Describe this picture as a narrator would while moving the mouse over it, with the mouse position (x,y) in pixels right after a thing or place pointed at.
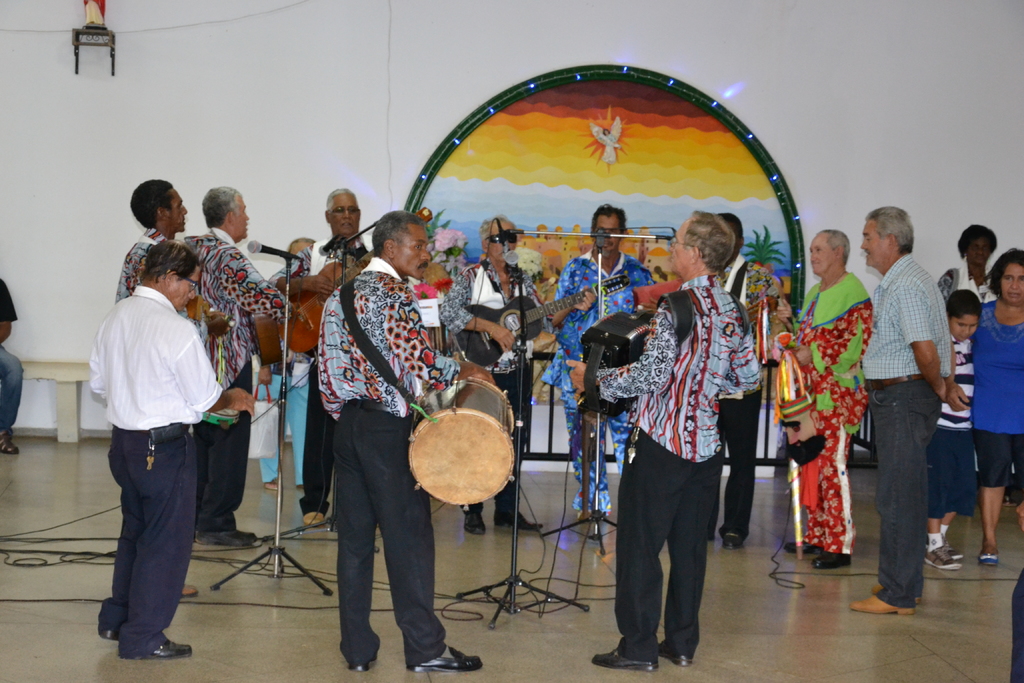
There are some people (332,340) in this group (408,354) playing a different musical instruments (471,445) in front of a microphone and a stand (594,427). Some of them was standing and watching. In the background (270,93) there is a wall (547,16) and a painting (582,164) here.
